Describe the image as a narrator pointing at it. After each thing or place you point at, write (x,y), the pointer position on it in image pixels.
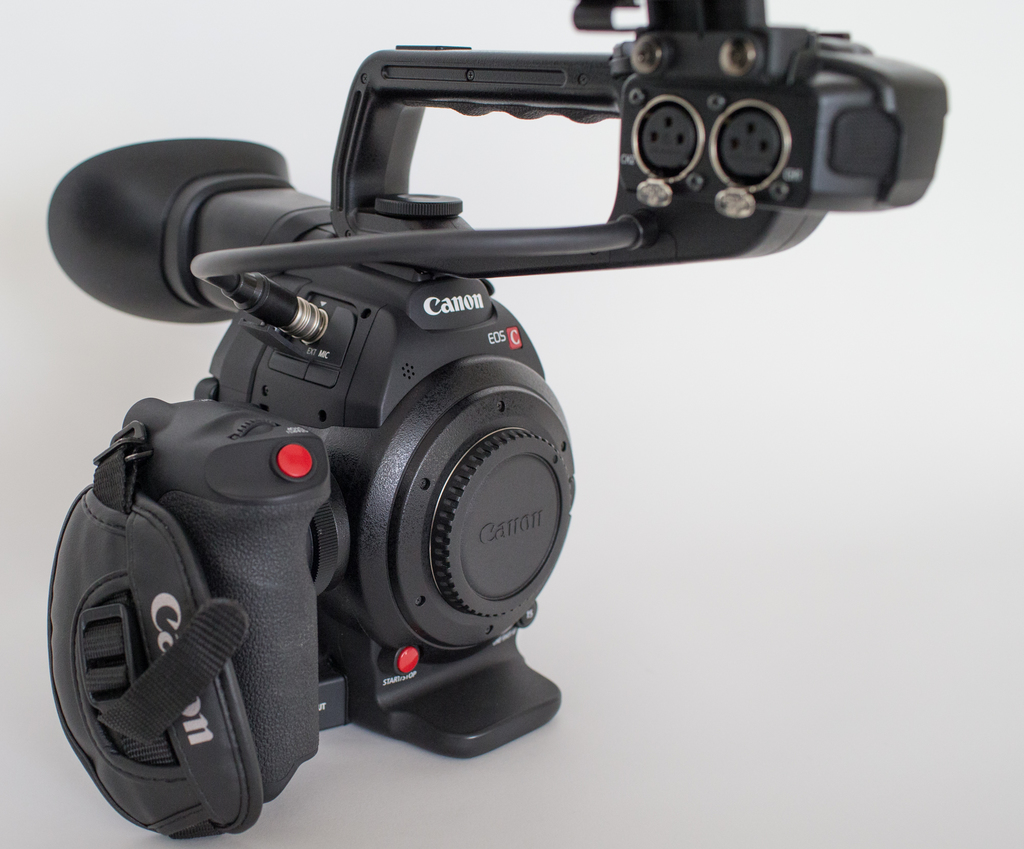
In this picture we can see a device (856,196) which is in black color. This is a camera (173,291). Remaining portion of the picture is in white color.
